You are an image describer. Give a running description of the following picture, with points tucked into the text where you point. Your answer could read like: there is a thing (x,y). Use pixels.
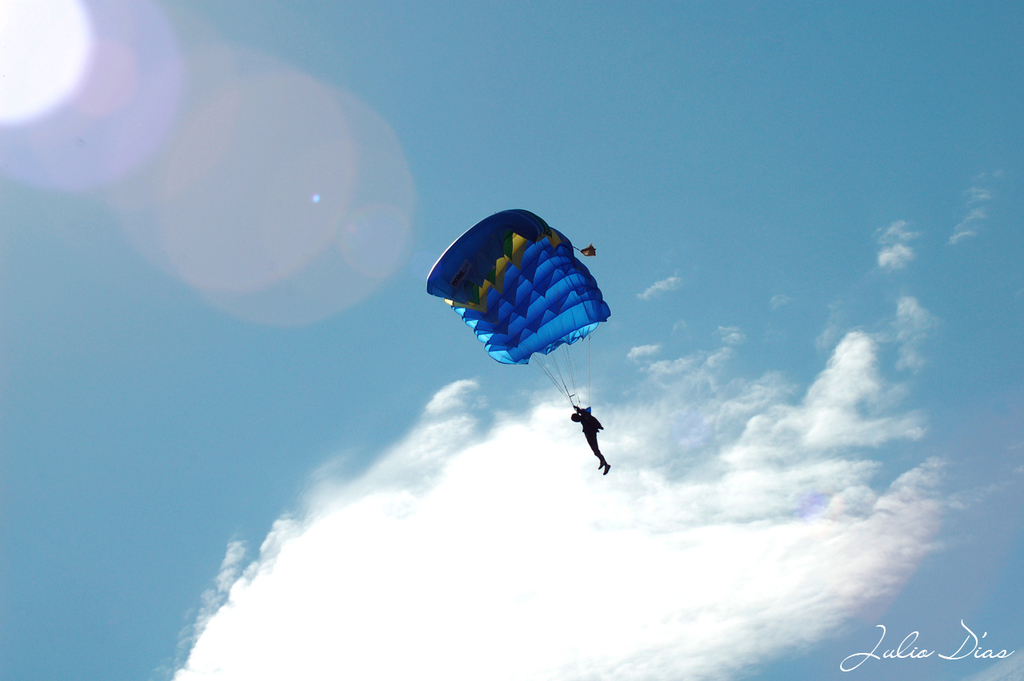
In the center of the picture (575,422) we can see a person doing paragliding. In the background (85,495) it is sky (220,258). The sky (209,295) is sunny.
